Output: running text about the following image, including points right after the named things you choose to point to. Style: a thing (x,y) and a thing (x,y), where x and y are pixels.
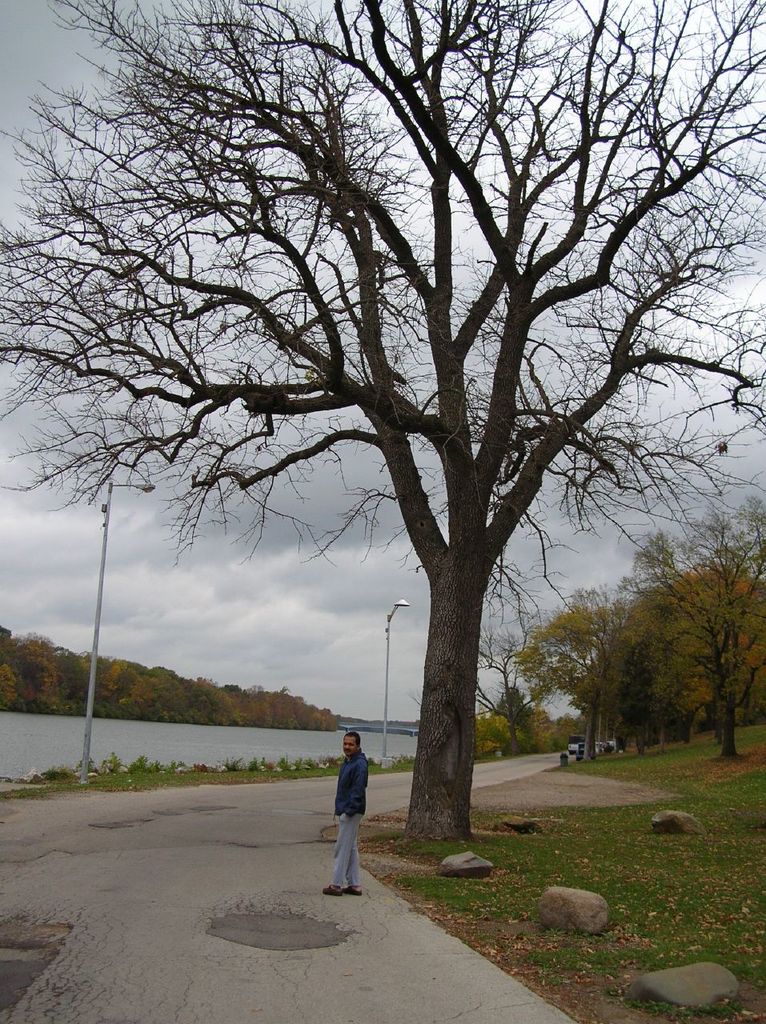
In this image there is person (357,786) standing on a road (327,862), on the left side (10,762) there is a river (205,742) poles (104,542) in the background (124,718) there are trees (476,735), on the right side (727,680) there are trees (608,698) and cloudy sky (357,621).
